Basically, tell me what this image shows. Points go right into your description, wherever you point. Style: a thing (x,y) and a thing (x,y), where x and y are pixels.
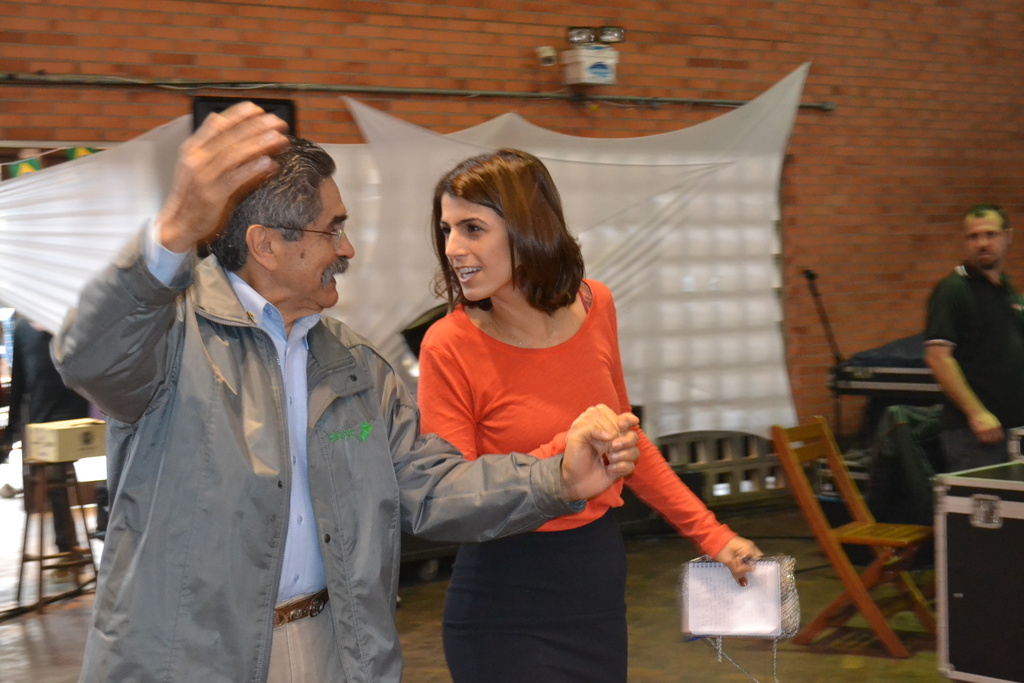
In this picture we can see 2 people (100,317) holding hands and looking at each other. In the background (83,260), we can see a person (1018,388), white curtains (676,225), chairs (32,491), tables (972,563), and a brick wall (707,43) with lights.
